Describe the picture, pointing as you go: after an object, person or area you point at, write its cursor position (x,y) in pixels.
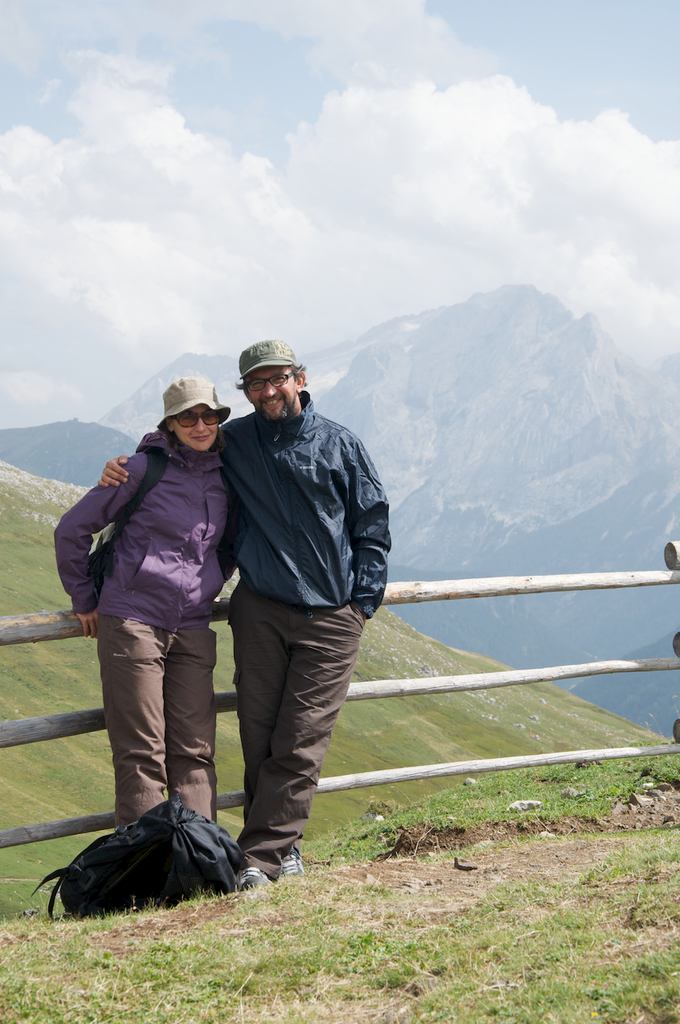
There is a couple (258,618) posing for the photo and a bag (121,837) is kept in front of them on the grass (236,919), it looks like a hill station (14,577) the couple (315,509) are standing in front of a fencing (454,586), behind them there are many mountains (395,367) covered with snow (574,473).
